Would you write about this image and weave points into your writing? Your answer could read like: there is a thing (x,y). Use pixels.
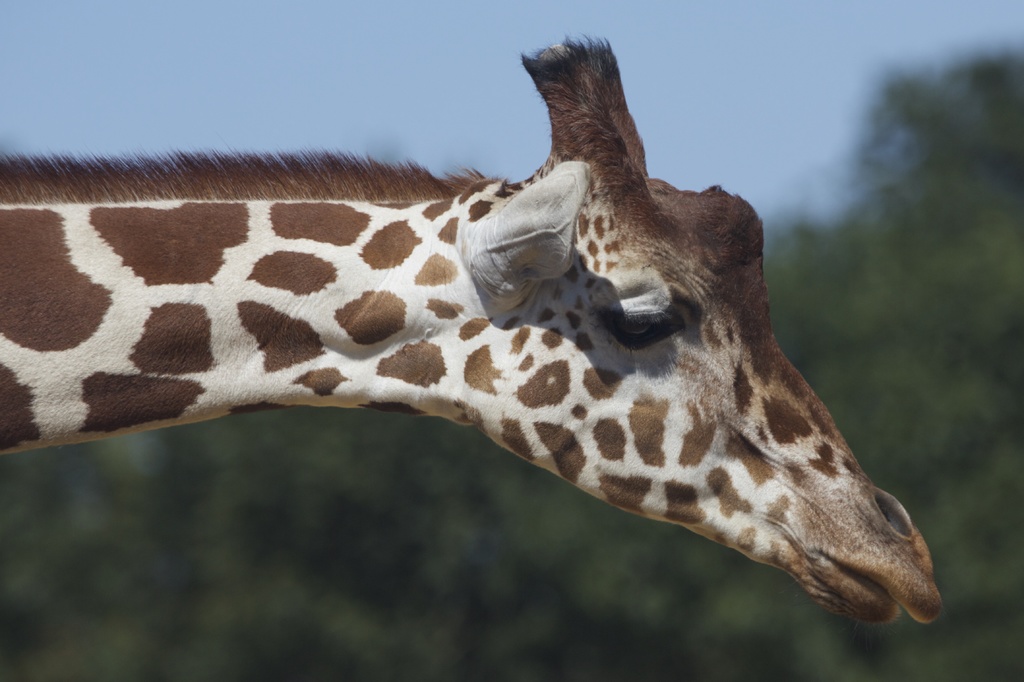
In this picture I can see there is a giraffe (437,382) and there are trees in the backdrop (485,558) and the sky (786,106) is clear.
